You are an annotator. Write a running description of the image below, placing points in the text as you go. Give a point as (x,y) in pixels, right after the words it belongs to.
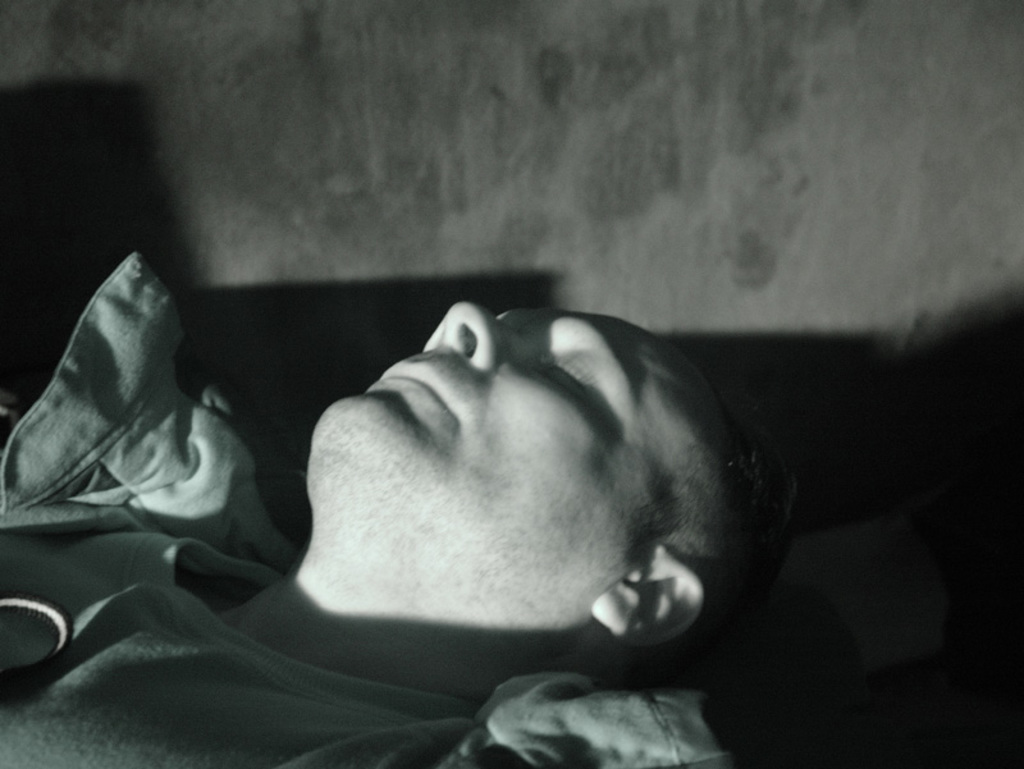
In this picture we can see a man (475,574) sleeping here, in the background (516,121) there is a wall (494,117).
